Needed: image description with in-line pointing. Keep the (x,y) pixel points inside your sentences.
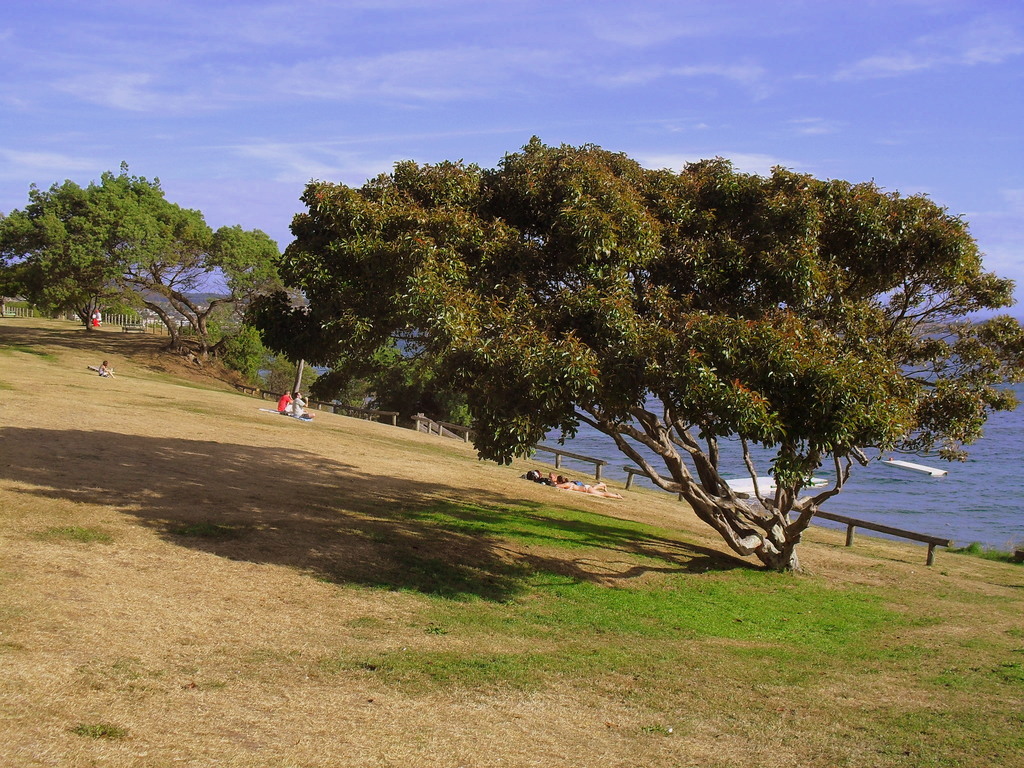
In this picture we can observe some trees (46,251) on the land (278,519). There are some people (603,491) sitting and laying on the ground (131,452). On the right side (878,451) there is a river (997,458). In the background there is a sky (345,97) with some clouds (451,93).
